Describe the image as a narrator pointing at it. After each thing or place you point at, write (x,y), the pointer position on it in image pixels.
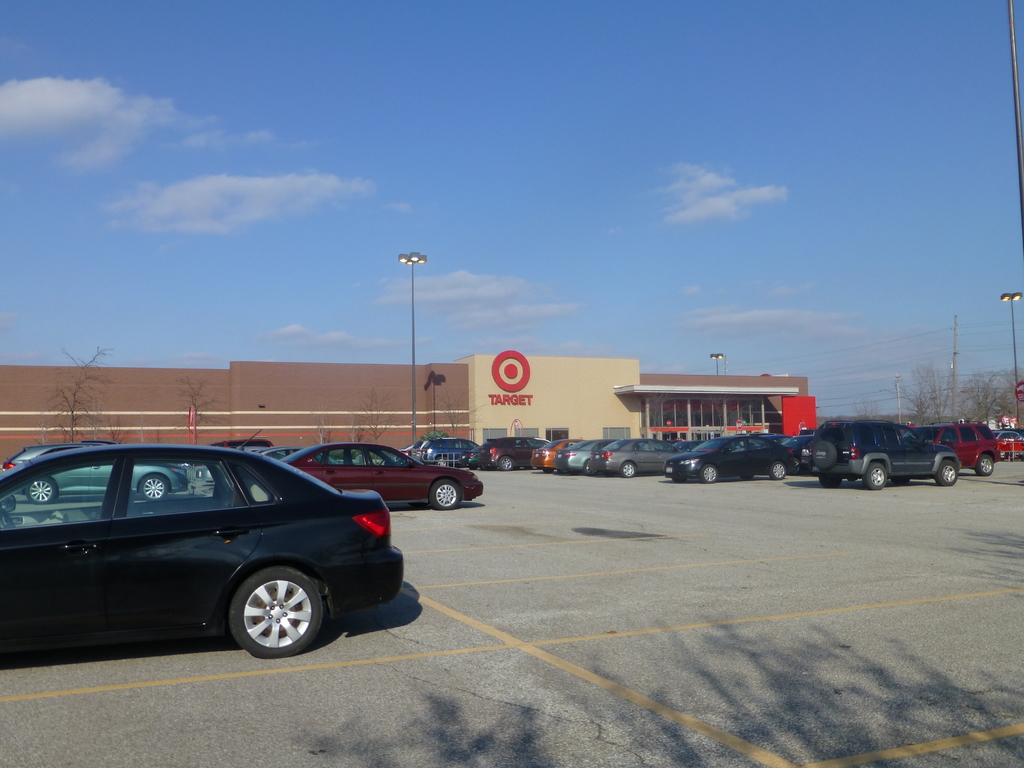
There are vehicles (106,481) in different colors parked on a road (500,638) on which, there are yellow color lines (462,620). In the background (789,391), there are lights (1019,299) attached to the poles (1013,328), there is a building (423,406), there are trees (930,376) and there are clouds (529,293) in the blue sky (441,97).
